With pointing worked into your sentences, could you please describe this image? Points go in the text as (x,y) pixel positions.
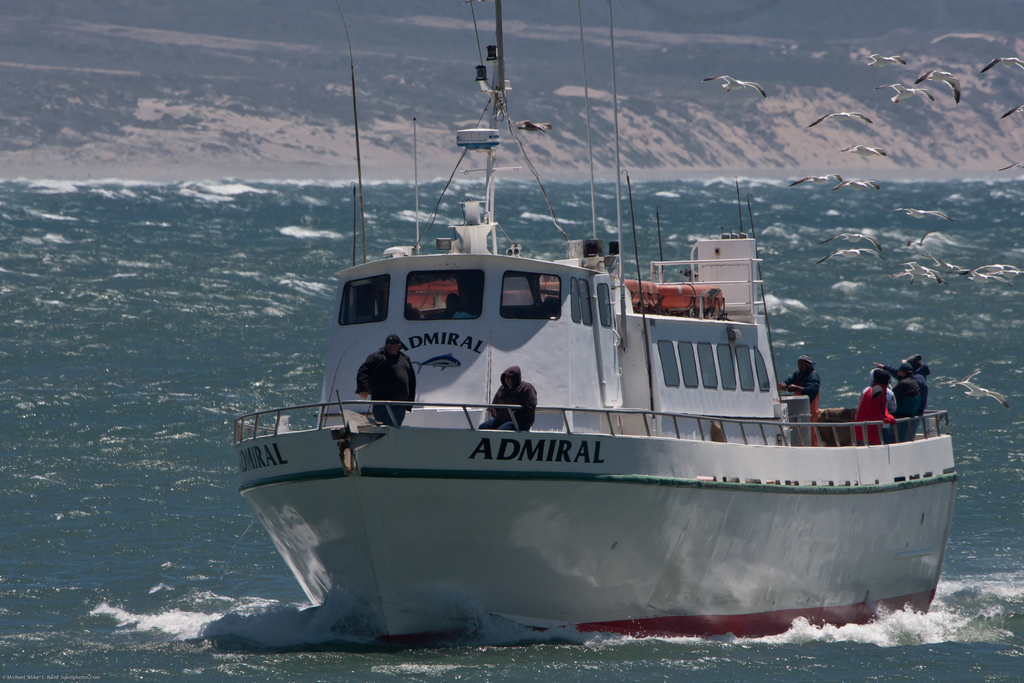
In the image we can see there is a boat (691,496) in the water (150,348). In the boat (488,392) we can see there are people (895,392) standing, wearing clothes (390,376) and some of them are wearing caps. Here we can see the sea (179,329), pole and the hill (783,107). We can see there are even birds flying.
